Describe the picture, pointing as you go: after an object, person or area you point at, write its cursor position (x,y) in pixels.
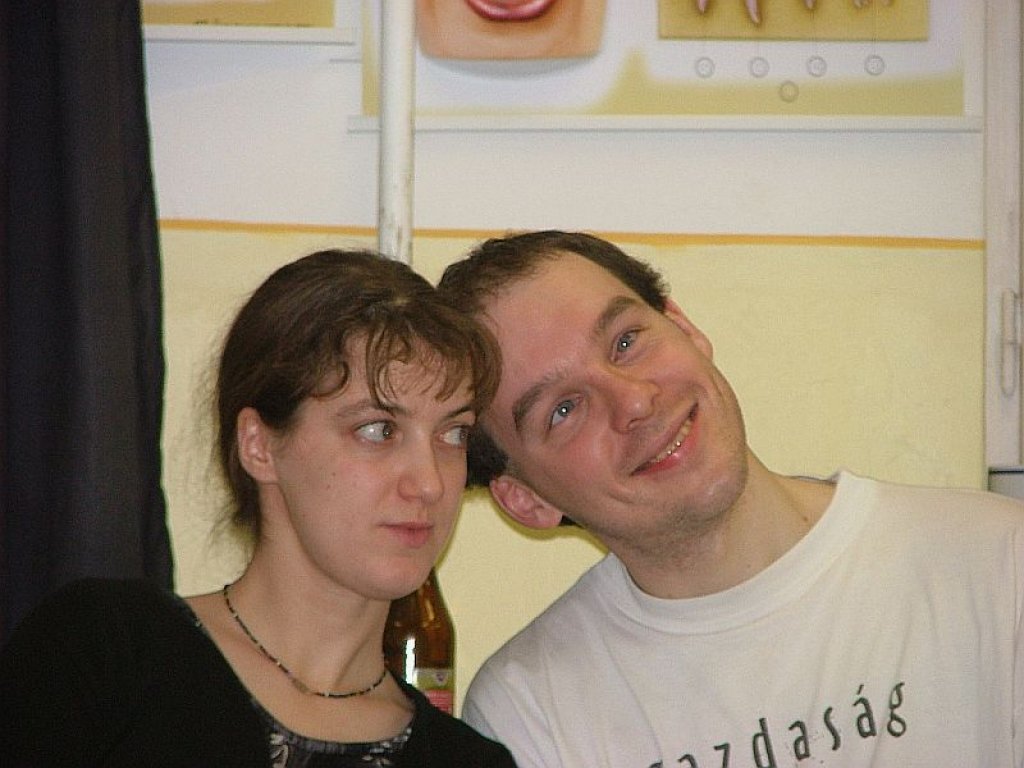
In this image, we can see persons (690,381) in front of the wall (728,292). There is a pole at the top of the image (389,3). There is a curtain (108,350) on the left side of the image (117,382).
